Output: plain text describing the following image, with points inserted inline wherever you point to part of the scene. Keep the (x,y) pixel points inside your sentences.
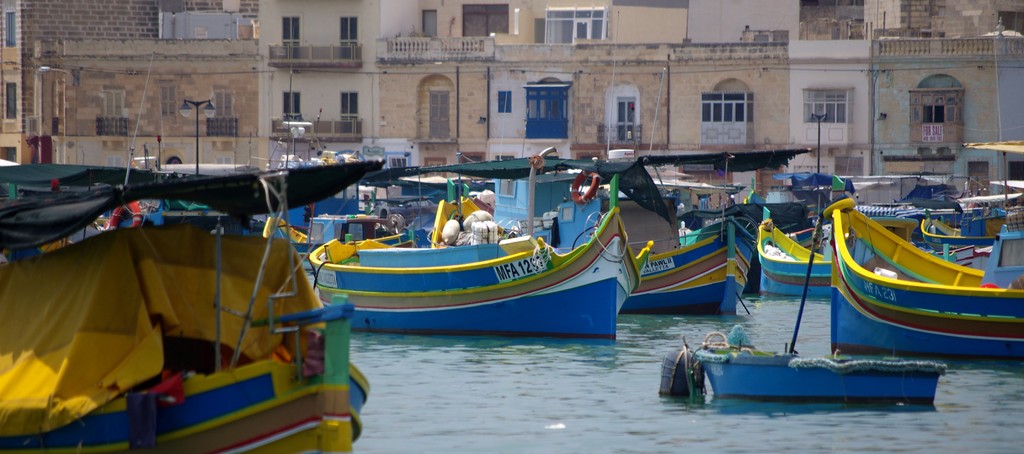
In this image there are many boats (426,227) on the water (629,381). Behind the boats (515,230) there are buildings (430,75). There are windows (705,116), doors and railings (221,123) to the buildings (218,43). There are street light poles (183,107) in front of the buildings (659,79). At the bottom (669,425) there is the water (740,421).
